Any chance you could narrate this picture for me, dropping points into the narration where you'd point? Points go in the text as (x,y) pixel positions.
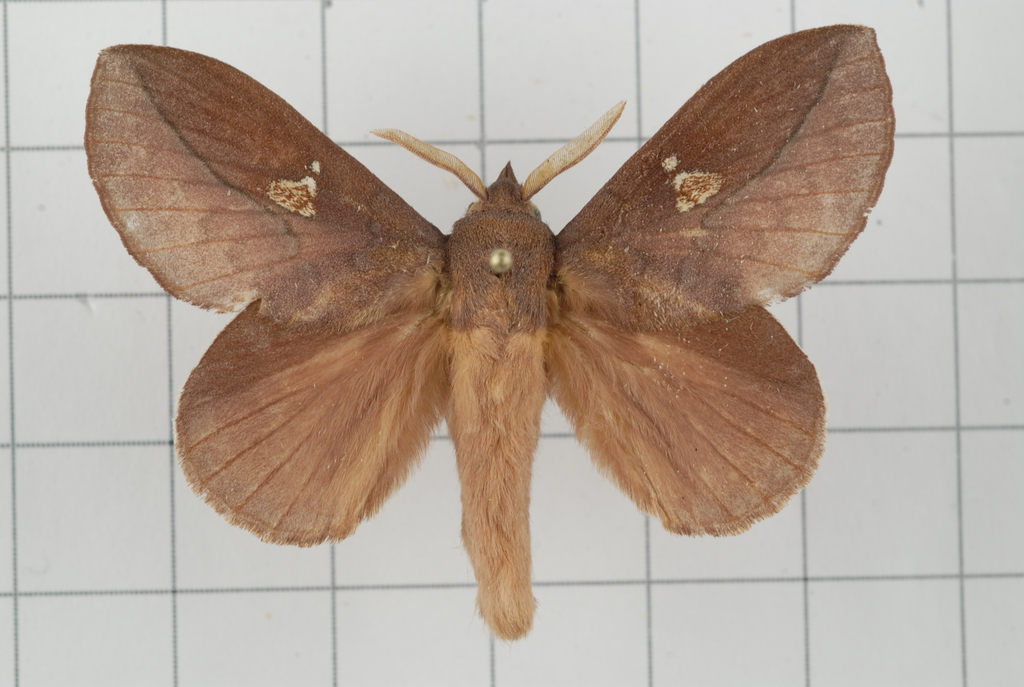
In this picture, there is a butterfly (741,361) which is in brown in color.
